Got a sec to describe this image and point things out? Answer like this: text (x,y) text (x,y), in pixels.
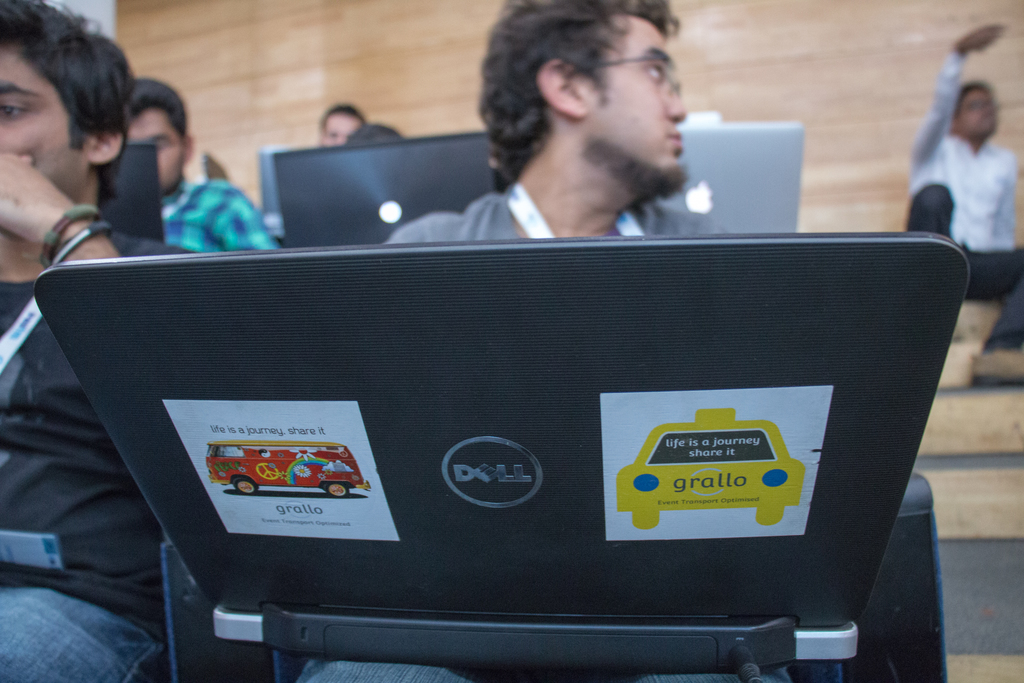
Here I can see few men (31,162) are sitting on the chairs (198,617) and holding laptops (534,378) in the hands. On the right side (959,419), a man (975,280) is sitting on the stairs (963,418). In the background (782,35) there is a wall (826,37).
